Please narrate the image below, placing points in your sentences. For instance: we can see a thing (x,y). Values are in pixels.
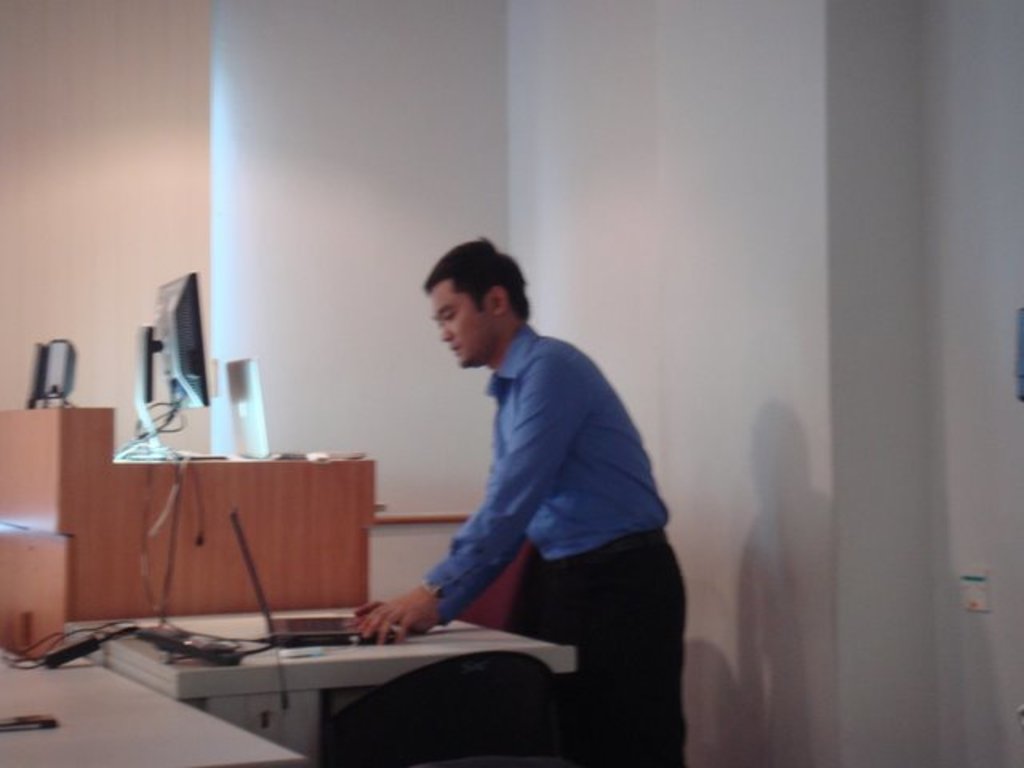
In this image there are laptops (277,634), monitor (194,278), cables (263,641) and some objects (38,392) on the tables (238,619), a person (454,579) standing, and in the background (189,443) there is wall (387,497).
